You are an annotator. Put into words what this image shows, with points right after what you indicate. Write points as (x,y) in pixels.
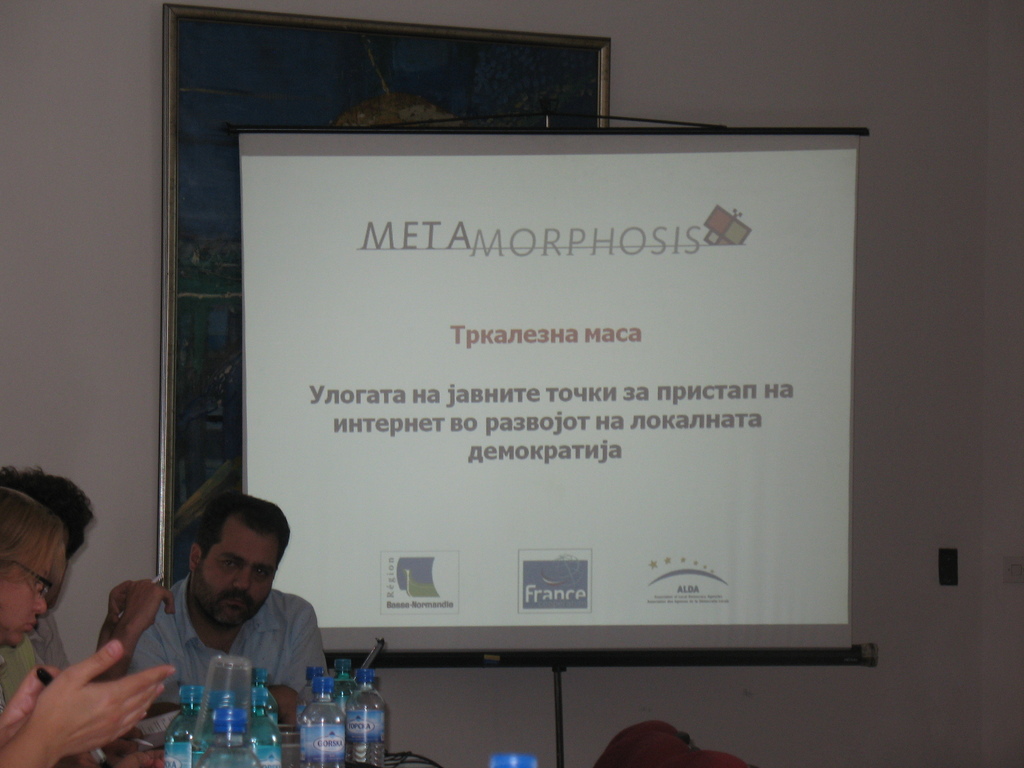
In this there are some men (162,661) sitting in the chairs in front of a table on which some water bottles (272,717) were placed. In the background (409,489) there is a projector display screen (449,398) and a photo frame (230,115) attached to the wall (709,62).
